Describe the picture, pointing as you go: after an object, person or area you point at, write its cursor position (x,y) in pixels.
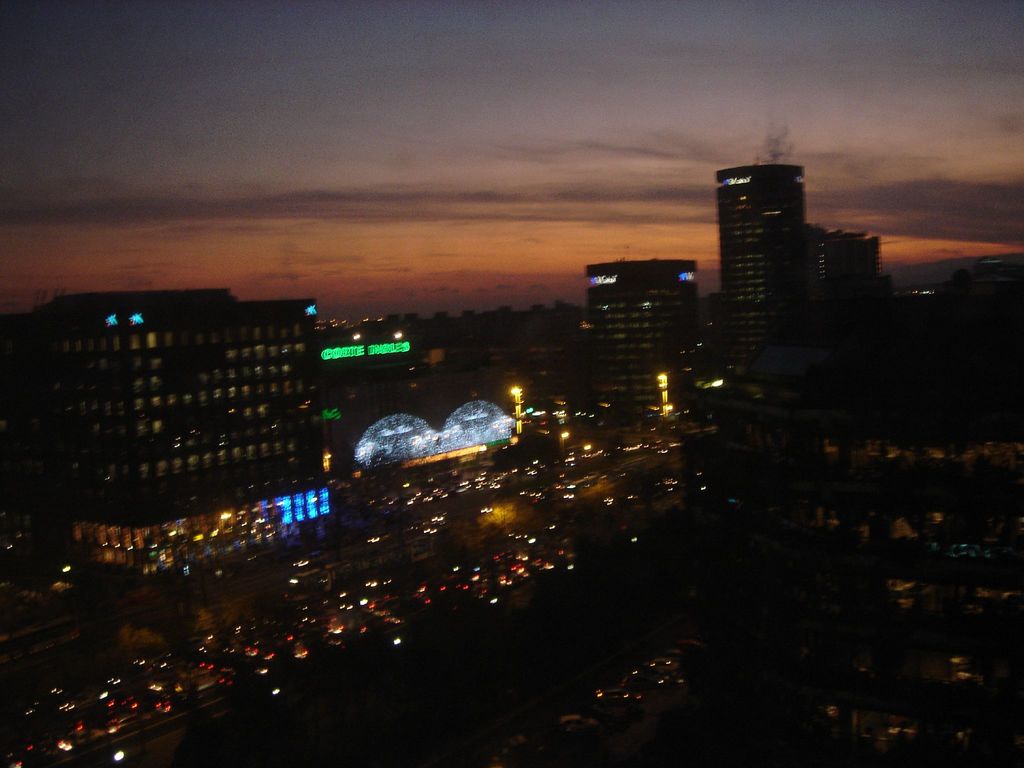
In the image we can see there are lot of buildings (786,331) and there are vehicles (437,596) parked on the road (493,569). The image is little blurred and the sky (432,136) is dark.
